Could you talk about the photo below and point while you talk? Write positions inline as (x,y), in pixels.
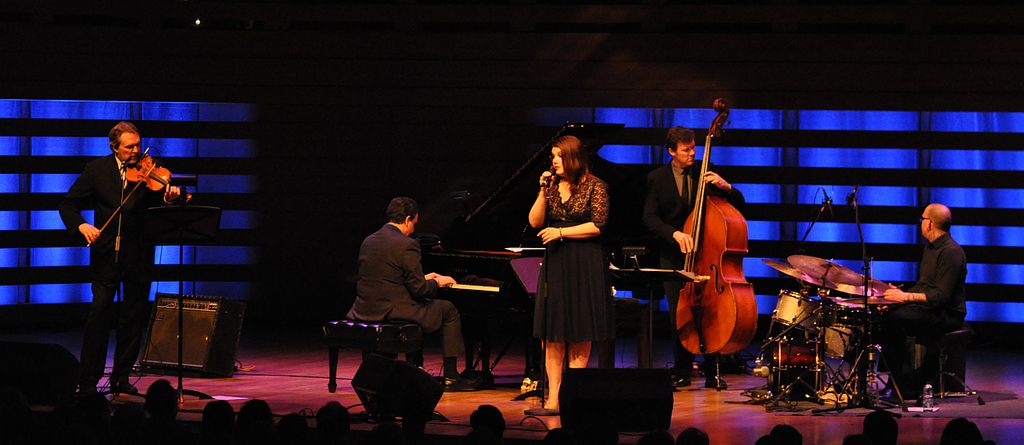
In the image there is an orchestra (442,312) on the stage (698,376) with a girl (589,186) singing in the middle (580,224).
